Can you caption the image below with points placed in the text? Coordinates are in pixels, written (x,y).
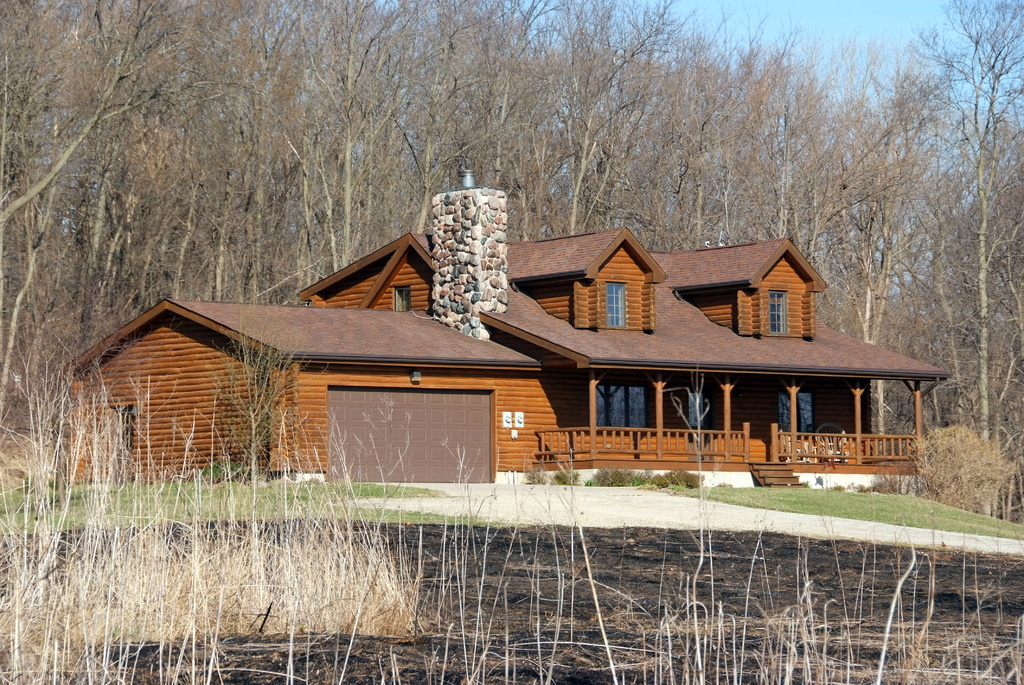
In the foreground of the picture (551,598) there are dry grass (852,650) and field (830,584). In the center of the picture (549,422) there are plants (642,480), house (715,418), windows (802,421), chimney (473,246), path (544,496) and grass (883,503). In the background (320,153) there are trees (329,155). Sky (739,25) is clear and it is sunny.
